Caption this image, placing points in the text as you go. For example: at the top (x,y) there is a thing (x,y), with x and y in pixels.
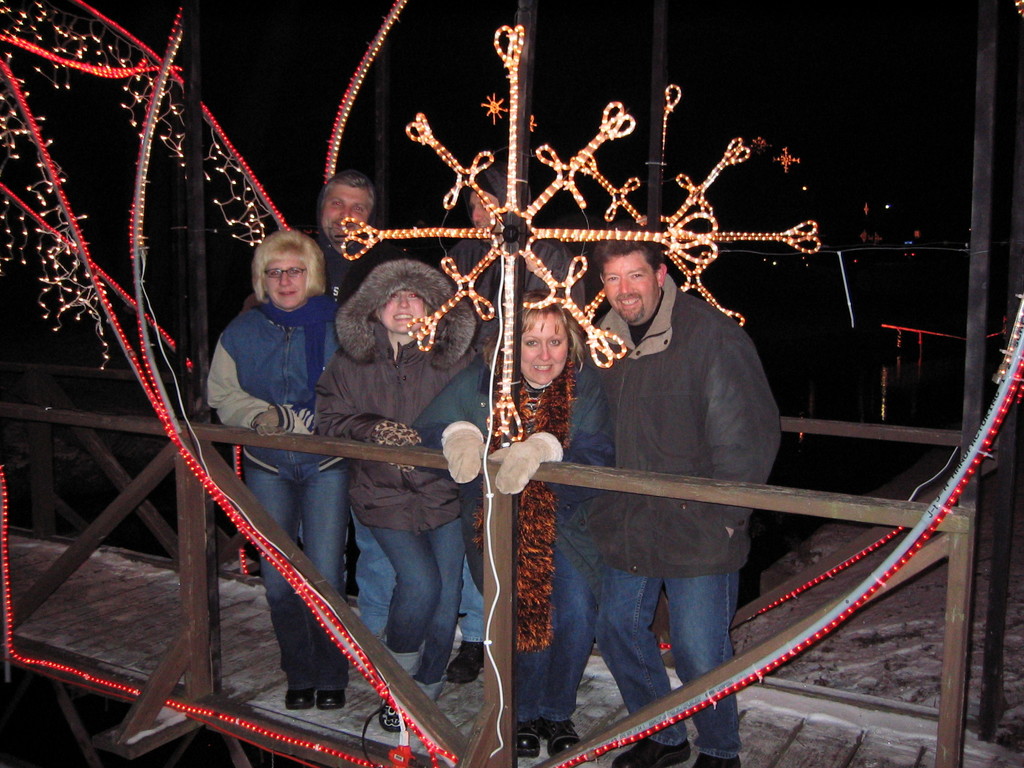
In the center of the image (526,358) there are few people (459,553) standing on the bridge (285,710) by wearing a smile on their faces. In front of them there are lights (63,65). In the background (828,358) there is water (835,347).
